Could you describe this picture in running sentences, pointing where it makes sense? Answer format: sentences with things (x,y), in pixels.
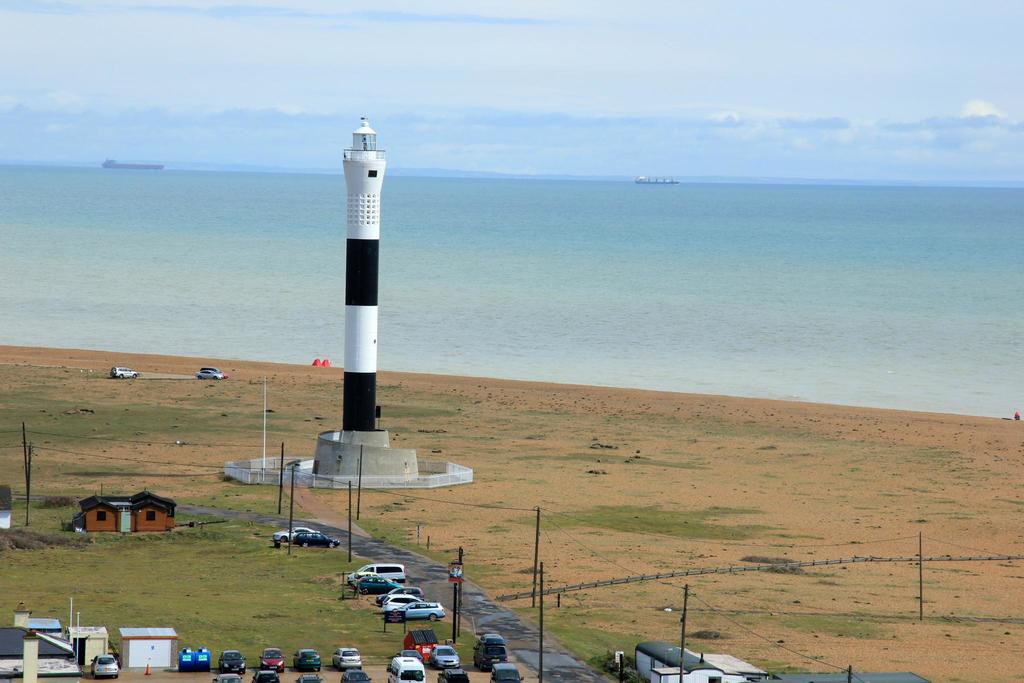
There is a lighthouse (359,404). Around that there is a railing (448,478). Near to that there is a road (419,567), poles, buildings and vehicles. In the background (552,239) there is water (432,222) and sky (588,62).
